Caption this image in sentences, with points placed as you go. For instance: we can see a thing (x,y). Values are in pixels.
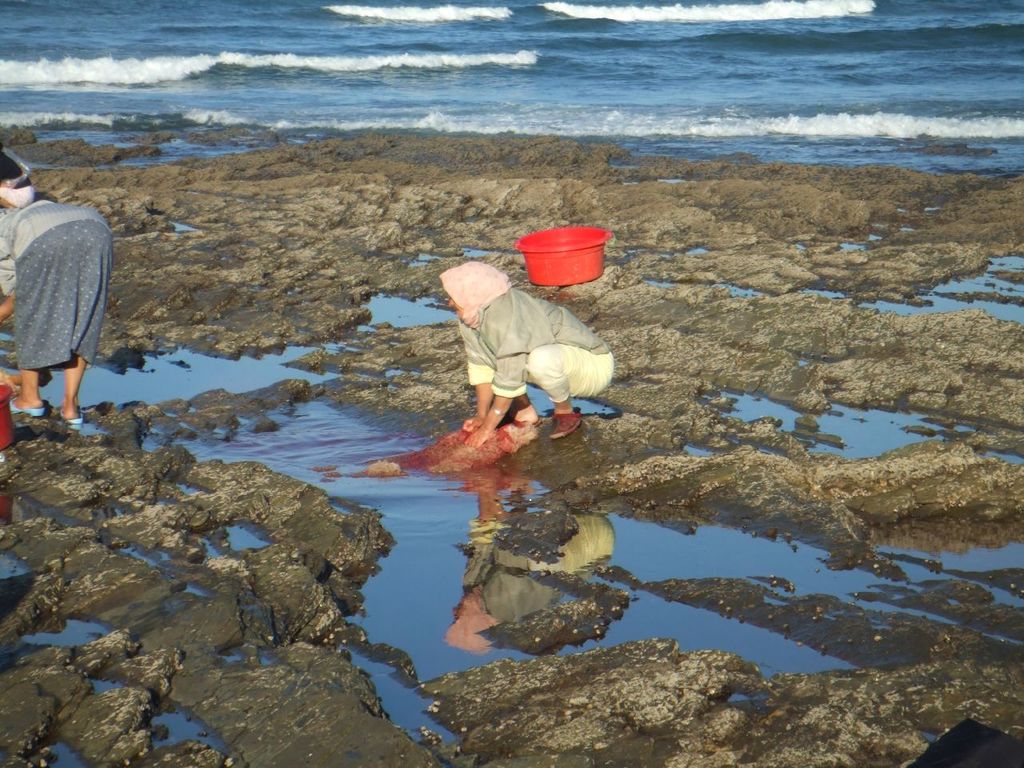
In this image there is a person (519,361) in a squat position. Behind the person (524,300) there is a tub (560,244). To the left (50,325) there is another person (36,232) bending forward. At the top (276,78) there is the water (597,36). At the bottom (446,540) there is the water (330,481) on the ground (849,395).
